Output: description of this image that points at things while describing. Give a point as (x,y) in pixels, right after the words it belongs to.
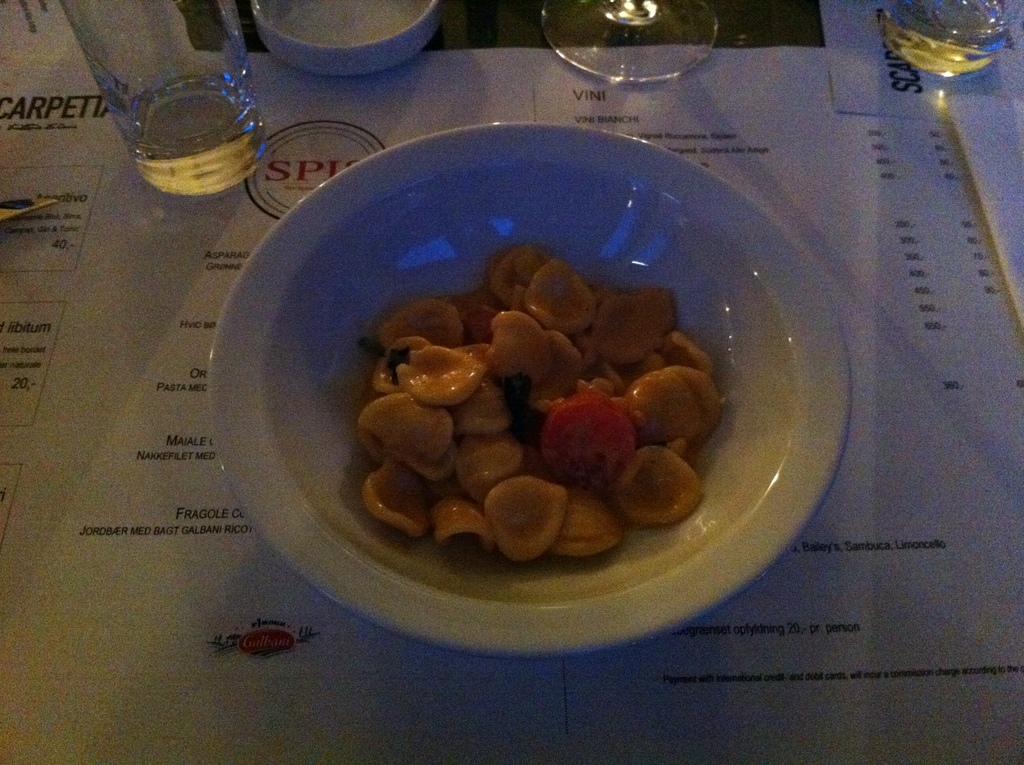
In this image there is a table (786,33). On top of it there is a menu card (157,429) with some text (205,390) on it. There is a food item (483,290) in the bowl (381,278) and there are glasses (913,23).
